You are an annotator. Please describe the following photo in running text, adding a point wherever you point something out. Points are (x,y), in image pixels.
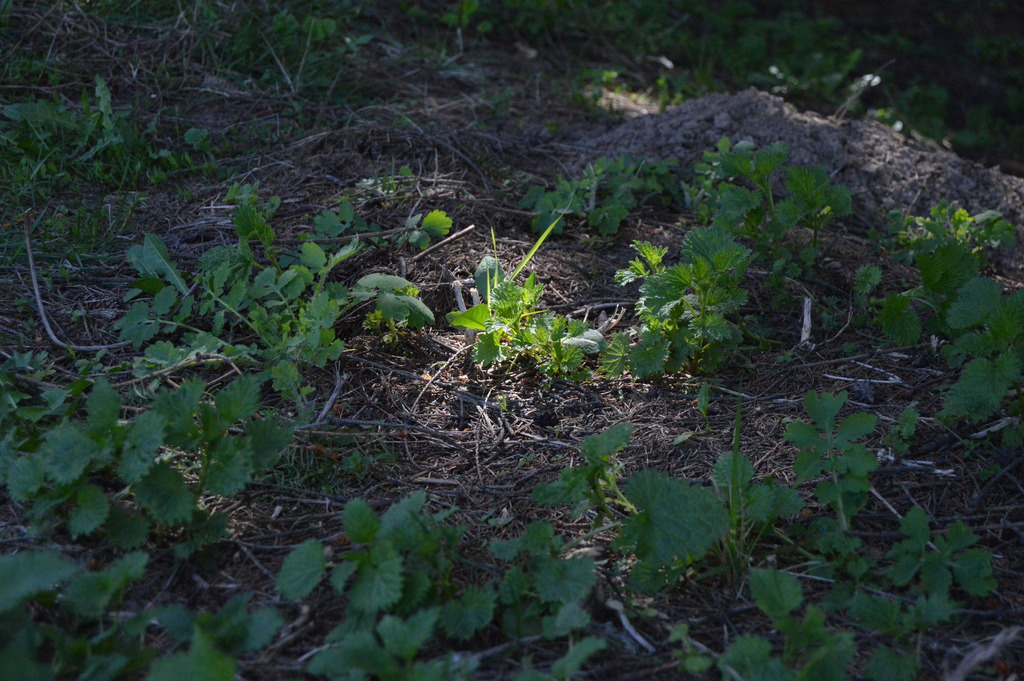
In the picture we can see some leaves (353,517) which are green in color.
